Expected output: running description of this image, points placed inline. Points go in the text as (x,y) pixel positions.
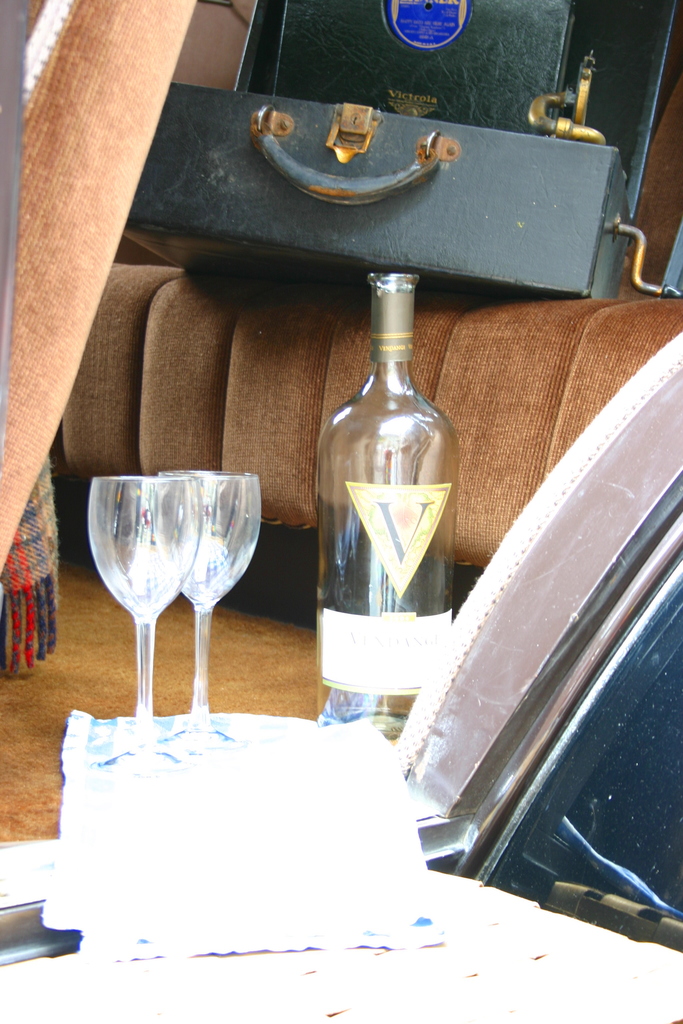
In this picture we can see bottle (396,345) beside to that two glasses (200,583) and we have suitcase (214,265) on sofa (580,330) and here we can see paper (340,914).
